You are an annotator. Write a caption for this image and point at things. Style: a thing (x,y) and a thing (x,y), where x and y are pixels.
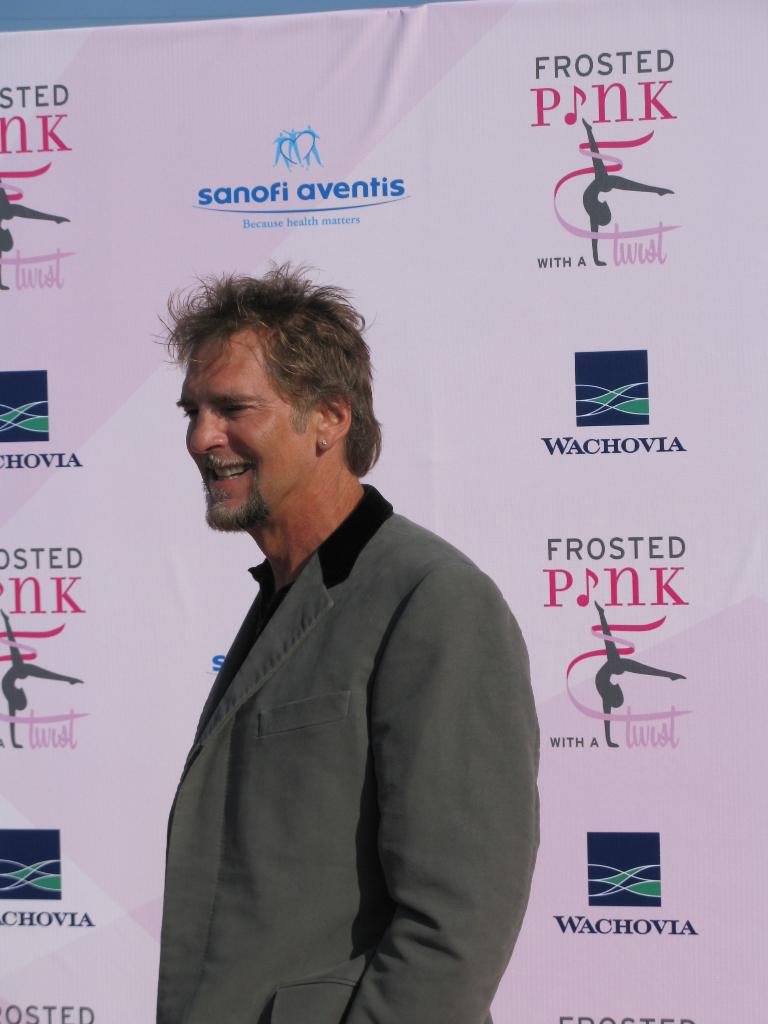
In the center of the image (318,539), we can see a person (266,607) standing and smiling and in the background (236,147), we can see logos (290,163) and some text (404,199) on the banner (516,305).
